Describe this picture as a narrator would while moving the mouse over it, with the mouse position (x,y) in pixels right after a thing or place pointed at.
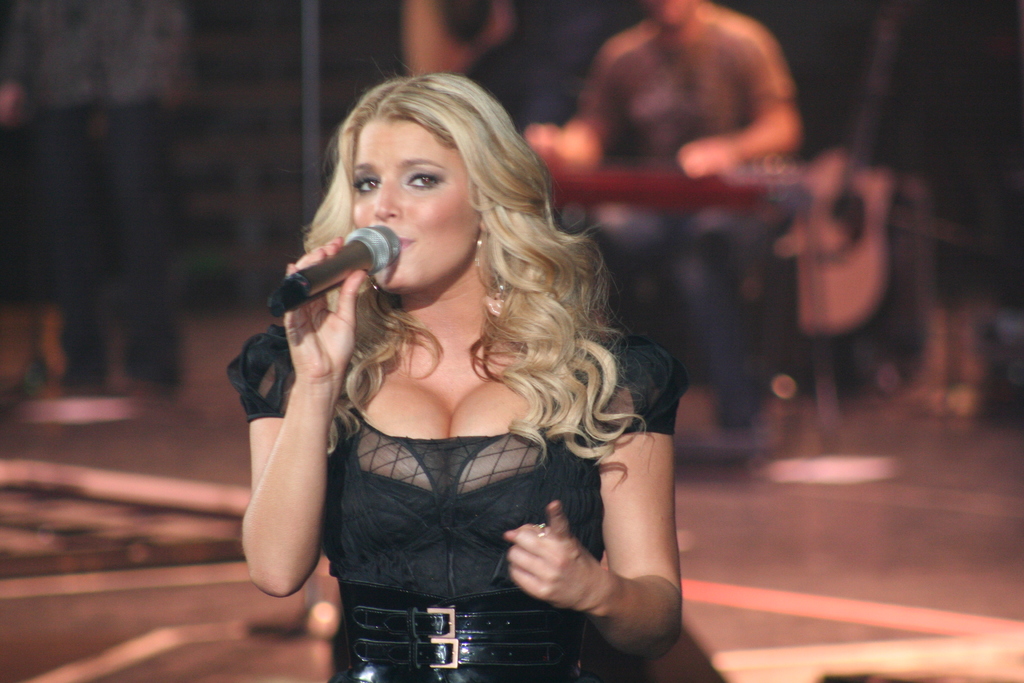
This woman (471,559) wore black dress (454,555) and singing in-front of mic (362,246). Far this man (701,106) is sitting on a chair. This is guitar (866,143).
